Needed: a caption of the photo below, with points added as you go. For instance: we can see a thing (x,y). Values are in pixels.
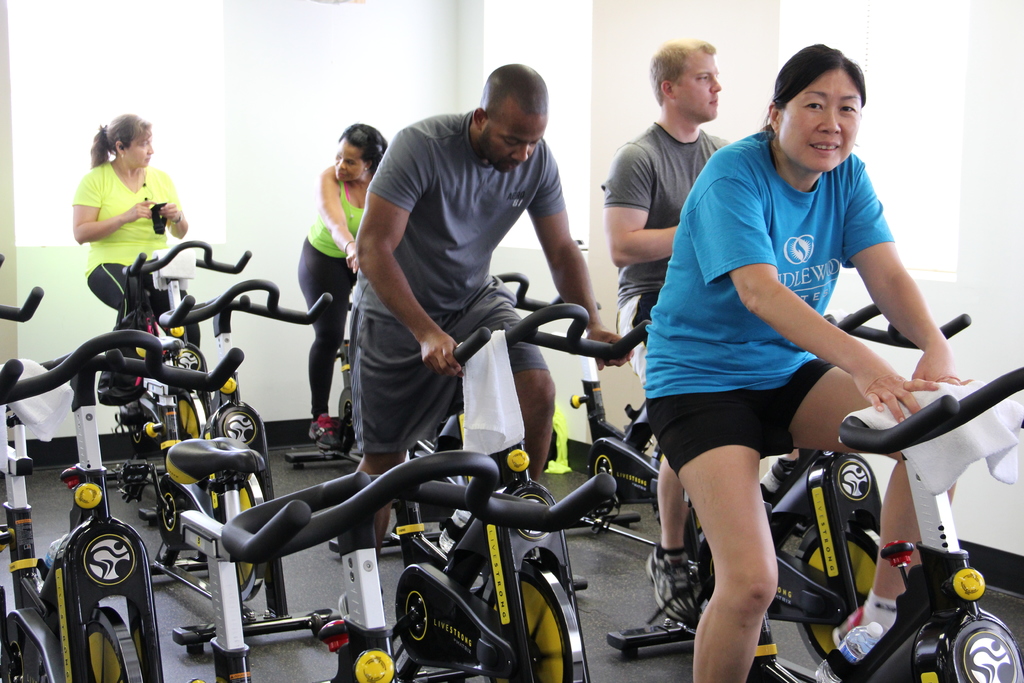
In the image few people (704,113) are doing cycling. Behind them there is wall (245,11).
